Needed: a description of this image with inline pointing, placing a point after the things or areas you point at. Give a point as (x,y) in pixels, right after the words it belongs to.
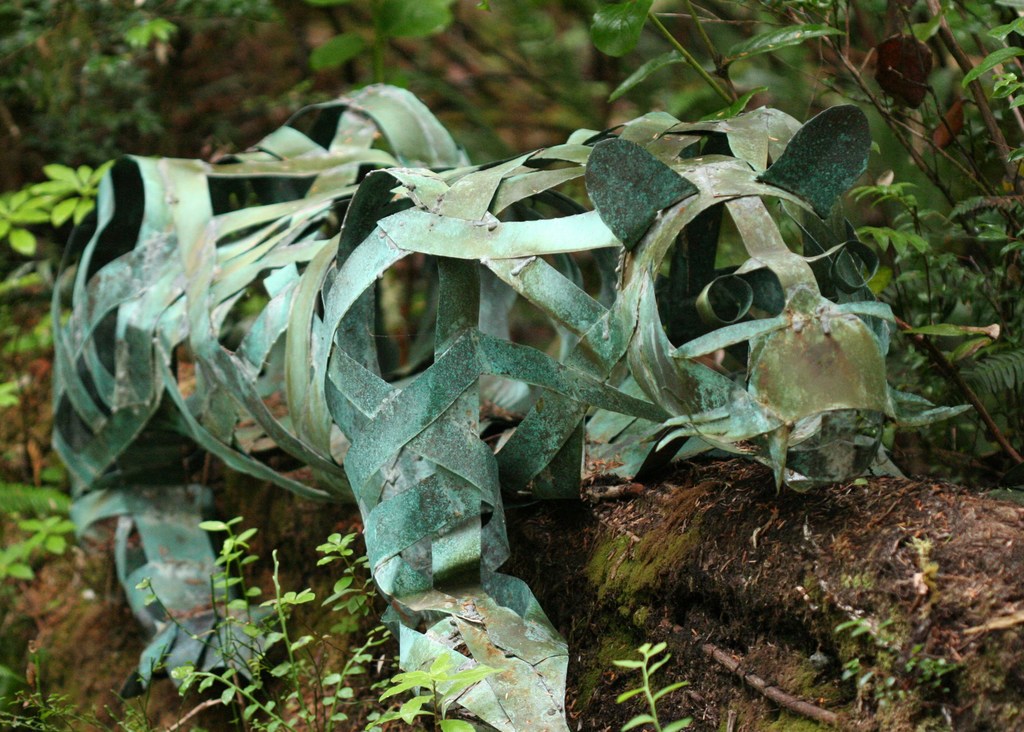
In this image there is an animal sculpture (364,268) made from metal strips (591,238), behind the sculpture (236,280) there are plants (109,111).
